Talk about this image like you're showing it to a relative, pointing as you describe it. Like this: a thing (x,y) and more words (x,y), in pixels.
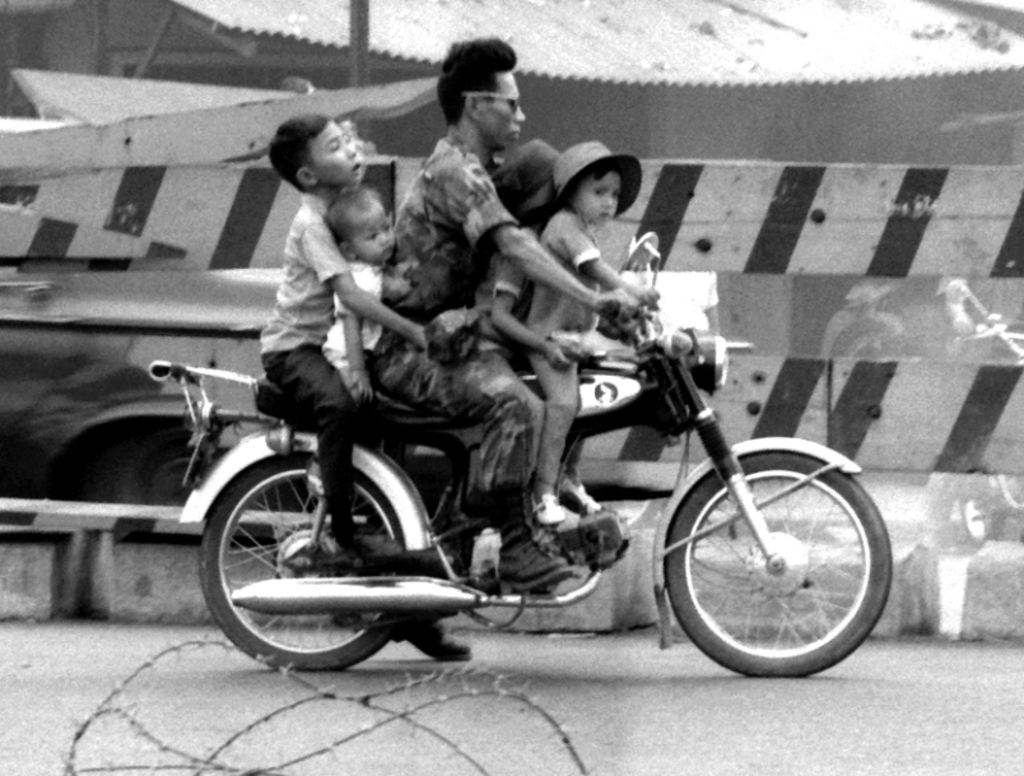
In this black and white picture we can see five persons (481,275) sitting on a bike (647,406). This is a road (447,704). This is a fence (363,705).
